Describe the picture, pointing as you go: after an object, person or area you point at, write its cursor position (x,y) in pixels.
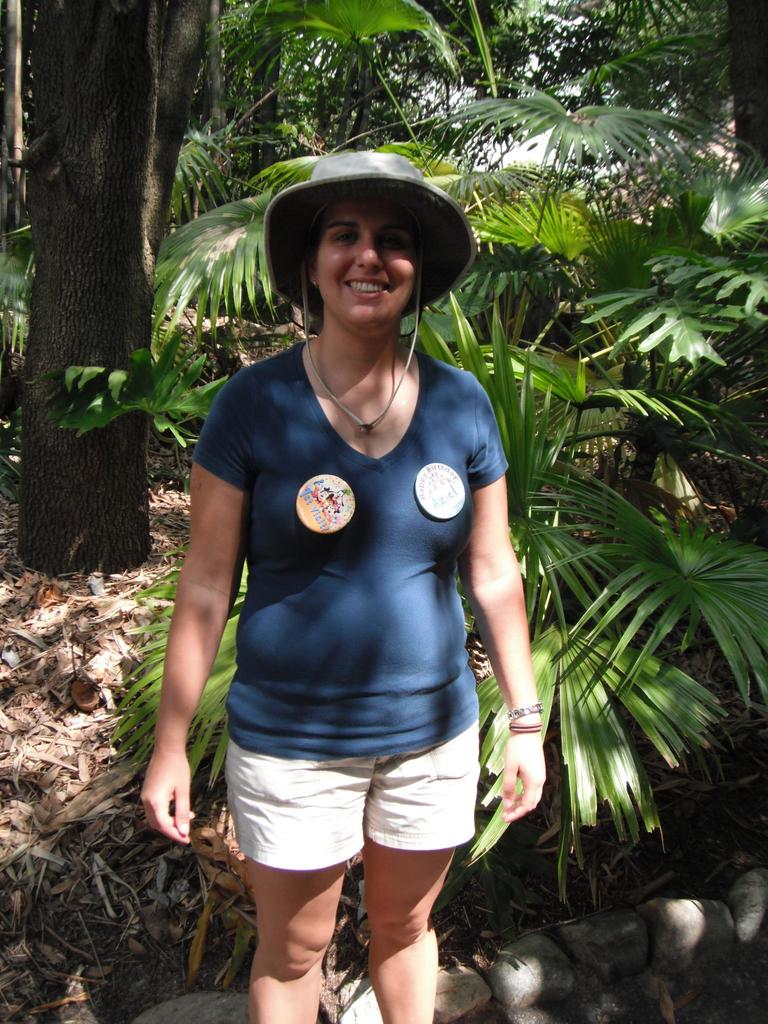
In this image we can see a woman (252,676) standing on the ground (114,733). In the background (161,513) there are dried leaves (161,513), plants (148,697), trees (159,176) and sky (532,159).
